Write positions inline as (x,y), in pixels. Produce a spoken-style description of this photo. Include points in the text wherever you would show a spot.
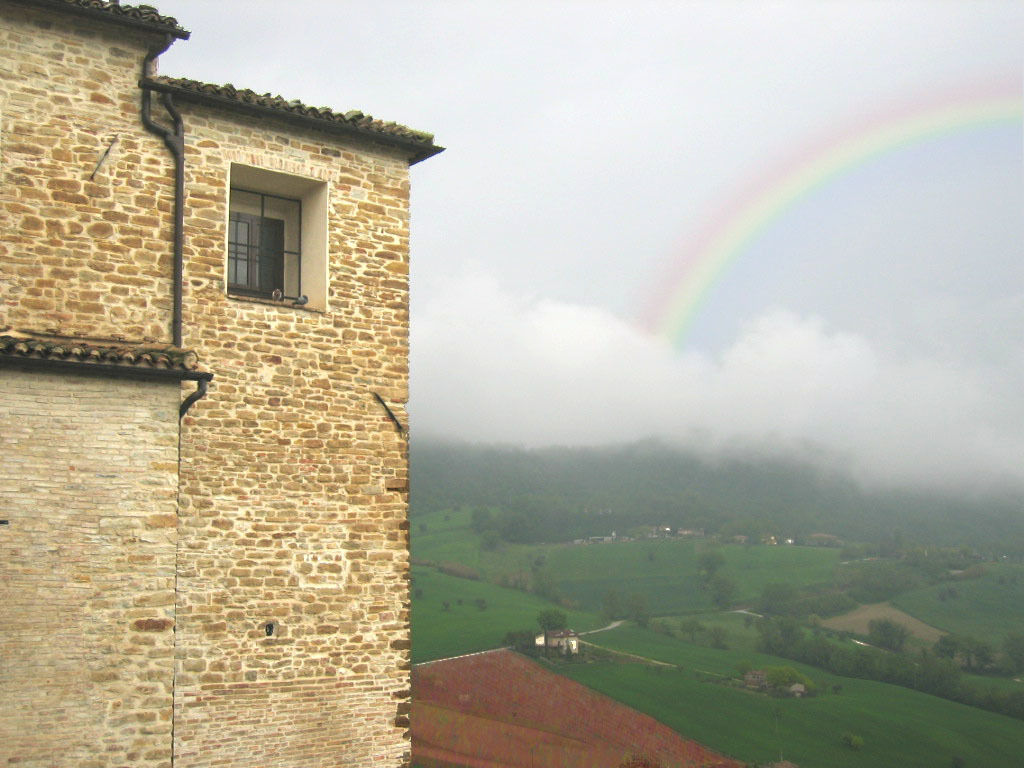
In this image there is a building (103,440) with bricks (334,533) on the left side (304,278). There is grass (783,721). There are trees (633,610). There is rainbow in the sky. We can see clouds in the sky (612,362).
